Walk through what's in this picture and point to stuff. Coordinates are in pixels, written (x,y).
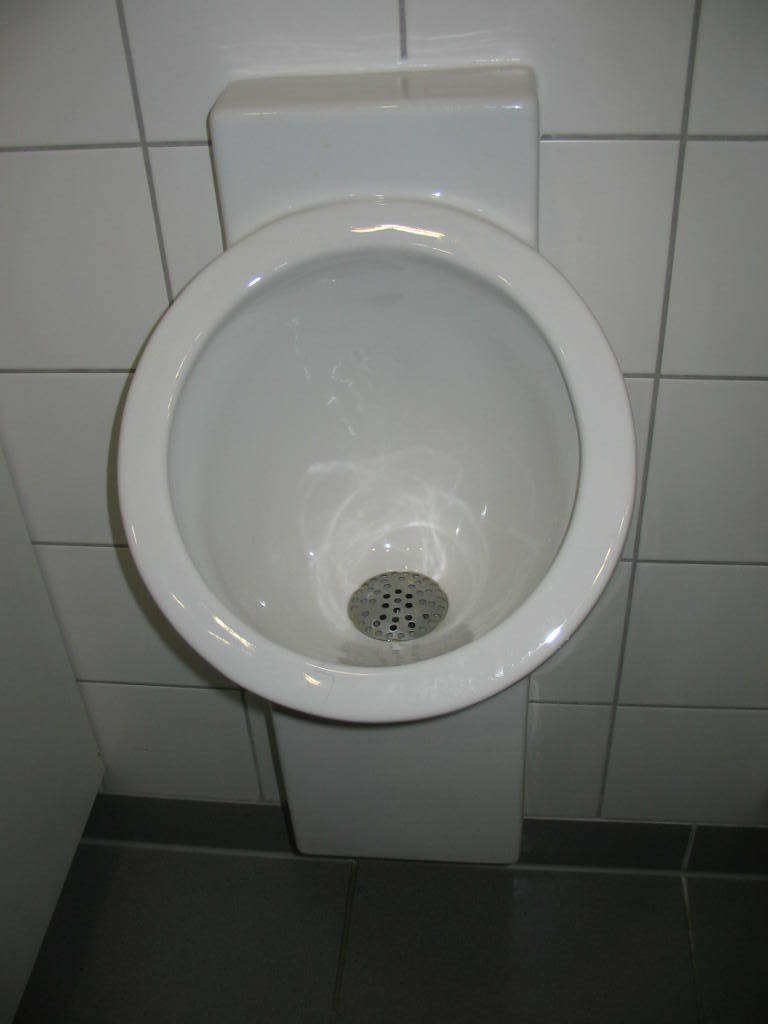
In this picture we can see a urinal (404,549), in the background (150,194) there are some tiles (76,175).
